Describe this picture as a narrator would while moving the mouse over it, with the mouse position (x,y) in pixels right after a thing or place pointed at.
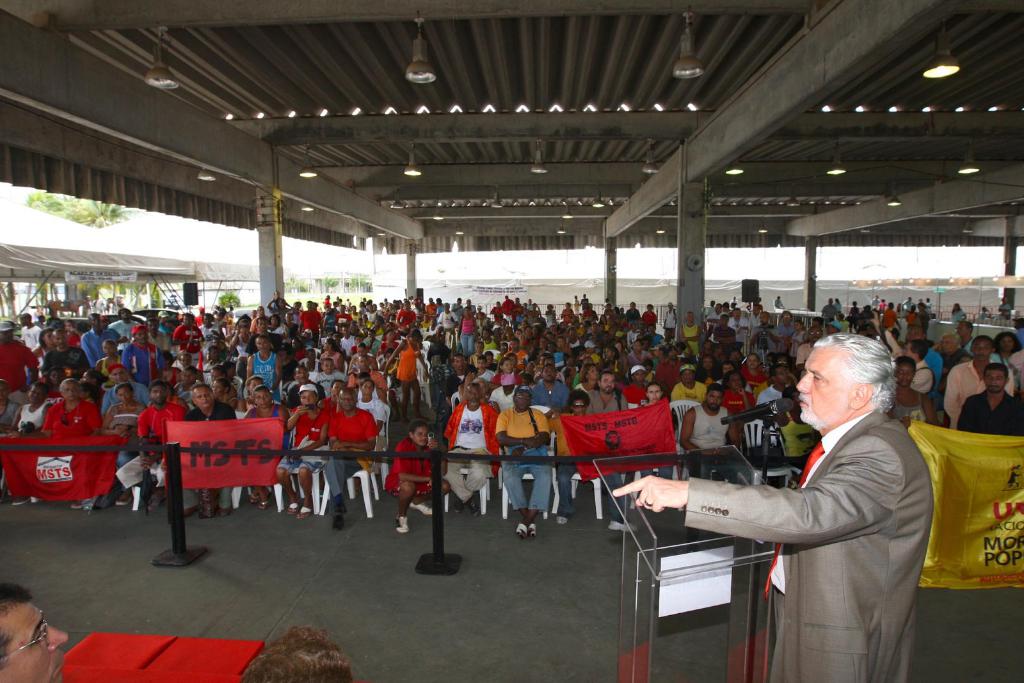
In this picture there is a person (853,535) standing and talking and there is a microphone (773,402) and there is a podium (639,547). There are group of people (35,409) sitting and there are group of people (929,410) standing. At the back (672,284) there are tents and there are trees (41,295) and speakers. At the top (413,161) there are lights (413,161). At the bottom left (19,636) there are two persons (43,641). On the right side of the image (978,435) there is a banner (981,452).
